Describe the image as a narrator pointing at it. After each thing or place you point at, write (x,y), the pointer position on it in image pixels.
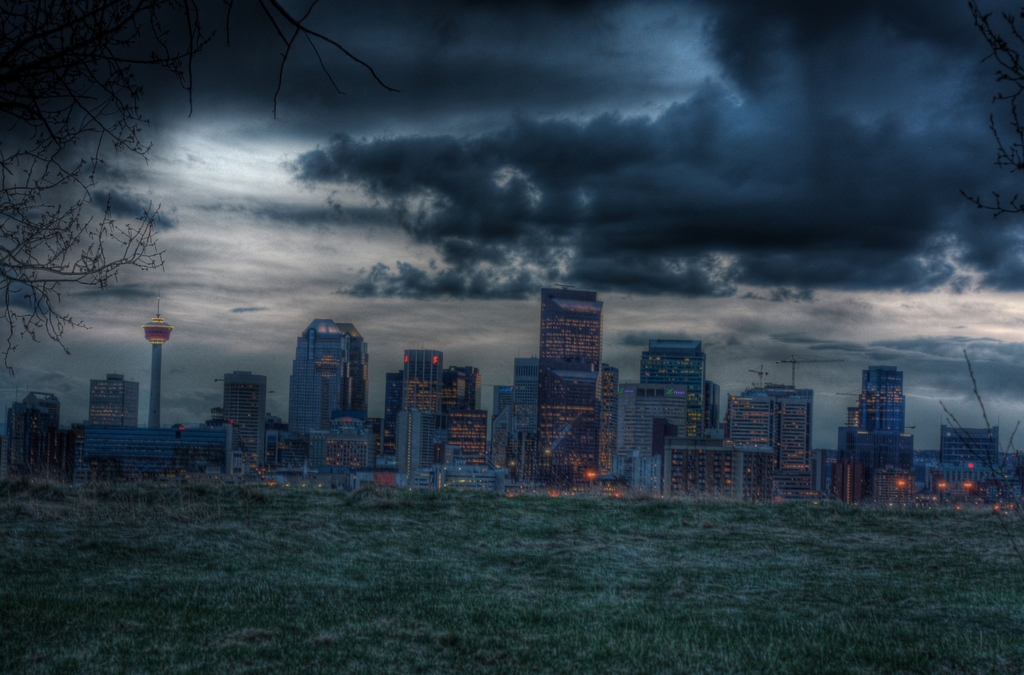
In this picture we can see some skyscrapers (223,475). In the front (501,606) there is a grass lawn (485,609) and on the top (472,142) we can see a sky (452,217) and clouds (314,236).
